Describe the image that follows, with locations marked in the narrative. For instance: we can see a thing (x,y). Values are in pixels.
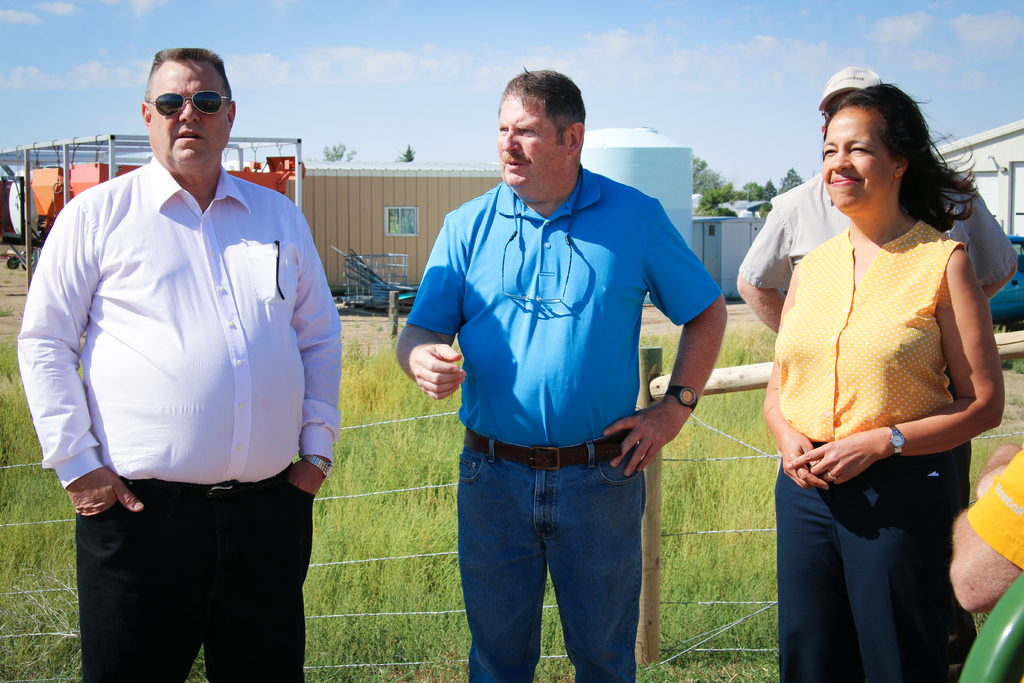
In front of the picture, we see four people (687,329) are standing. The woman (827,261) in yellow shirt (825,368) is smiling. The man (600,252) in blue T-shirt (526,372) is trying to talk something. Behind them, we see wooden fence (727,381) and grass (436,523). In the background (369,198), there are trees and buildings (455,196). At the top of the picture (591,85), we see the sky (417,32).
